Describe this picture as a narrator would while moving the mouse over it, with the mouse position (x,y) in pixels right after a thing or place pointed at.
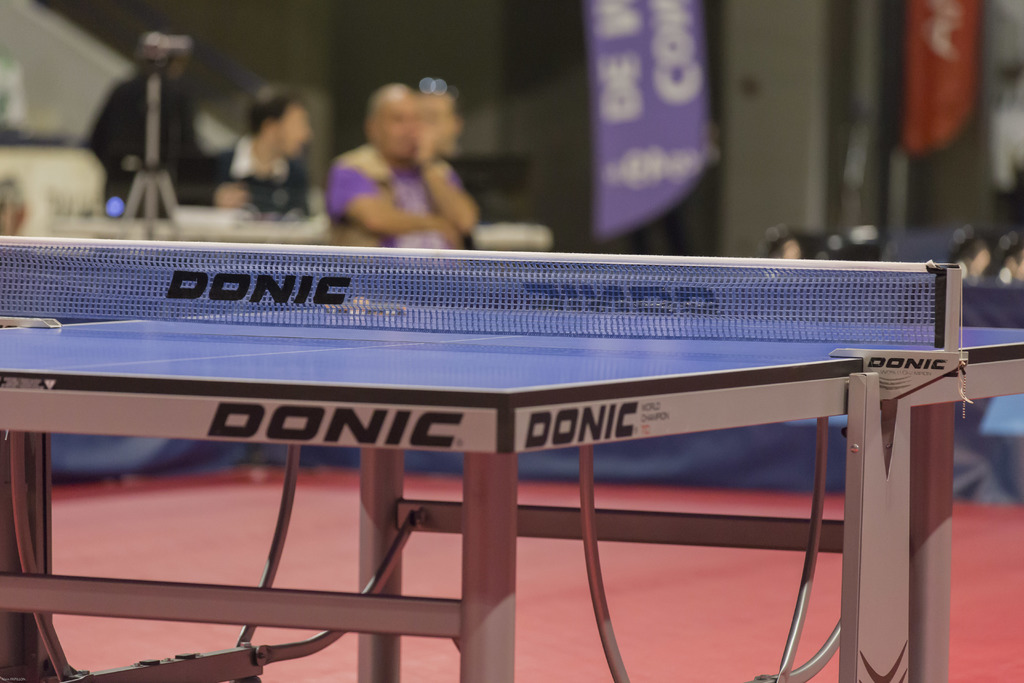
In the picture we can see a table tennis table (150,408) with a net (859,281) and behind it, we can see two men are sitting on the chairs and behind them, we can see a tripod (154,103) and behind it we can see a man (171,102) standing and he is not clearly visible.
